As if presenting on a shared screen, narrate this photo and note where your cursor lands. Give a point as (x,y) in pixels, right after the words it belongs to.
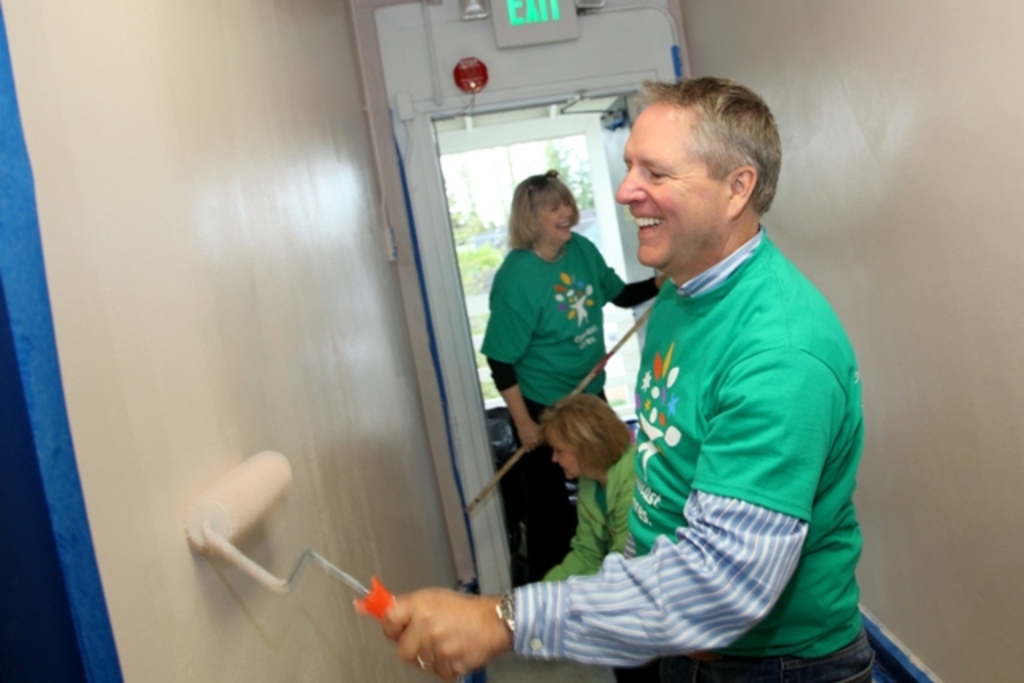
The man (735,281) in front of the picture wearing a green T-shirt (687,461) is painting the wall (360,468). Beside him, the woman (590,478) is in squat position. Beside her, the woman (583,349) in green T-shirt (581,287) is holding a wooden stick (550,414) in her hands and three of them are smiling. On the right side (853,242), we see a white wall (785,189). In the background (484,192), we see a door (473,238) from which we can see the trees (581,175). At the top (537,26), we see the exit board (503,24).
